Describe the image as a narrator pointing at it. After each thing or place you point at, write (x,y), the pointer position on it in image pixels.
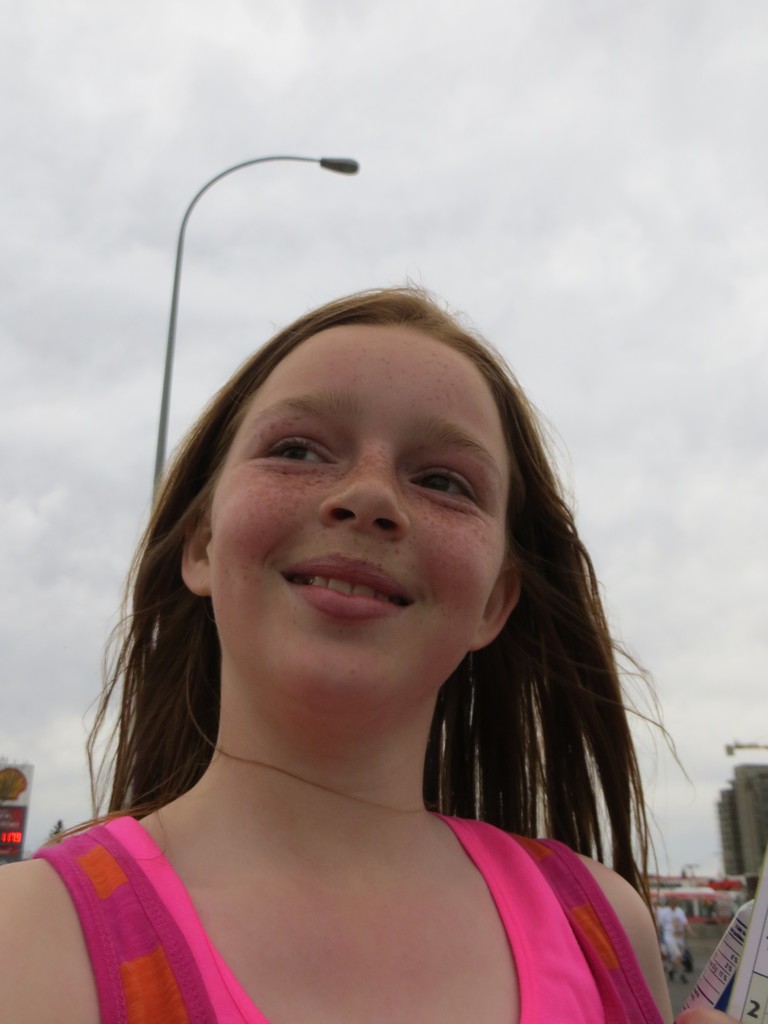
In this picture I can see a girl (258,458) smiling, there is a building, there is a pole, light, board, and in the background (565,192) there is sky (623,253).
